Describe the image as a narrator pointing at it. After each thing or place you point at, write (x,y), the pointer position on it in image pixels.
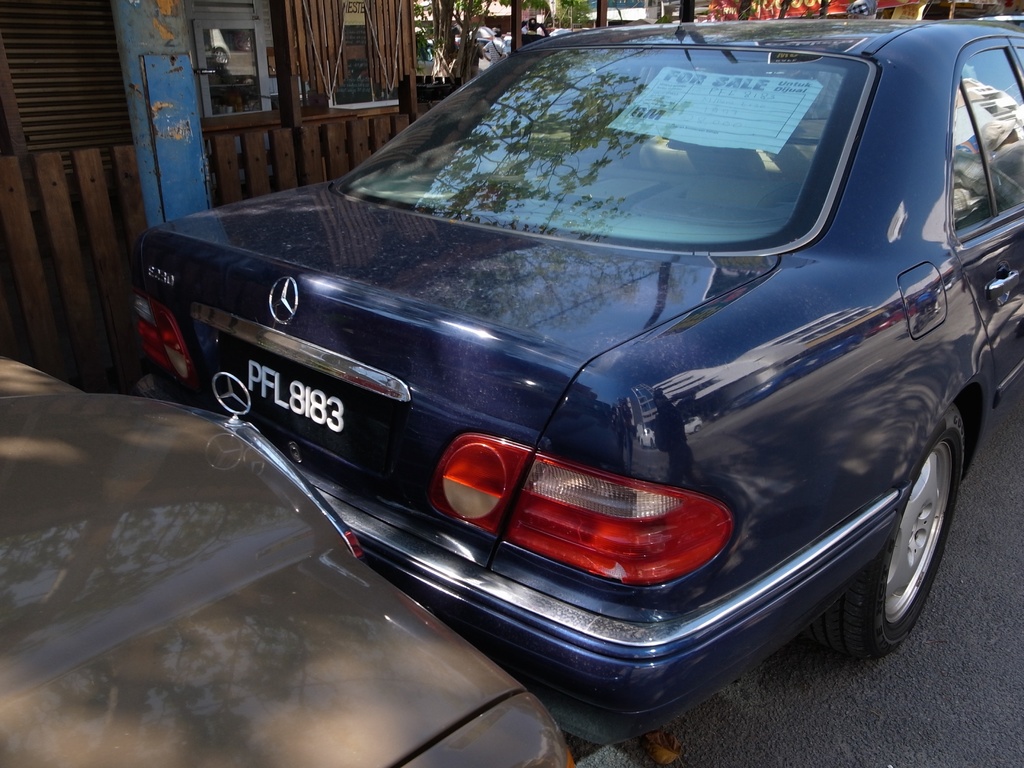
In this image I can see two vehicles (647,620) on the road (825,715). And these vehicles (473,363) are in different color. I can see the number plate (326,428) to one of the vehicle (346,363). To the left (227,49) I can see the building (221,100) which is in brown color. To the back (423,23) I can see some plants (459,21).
